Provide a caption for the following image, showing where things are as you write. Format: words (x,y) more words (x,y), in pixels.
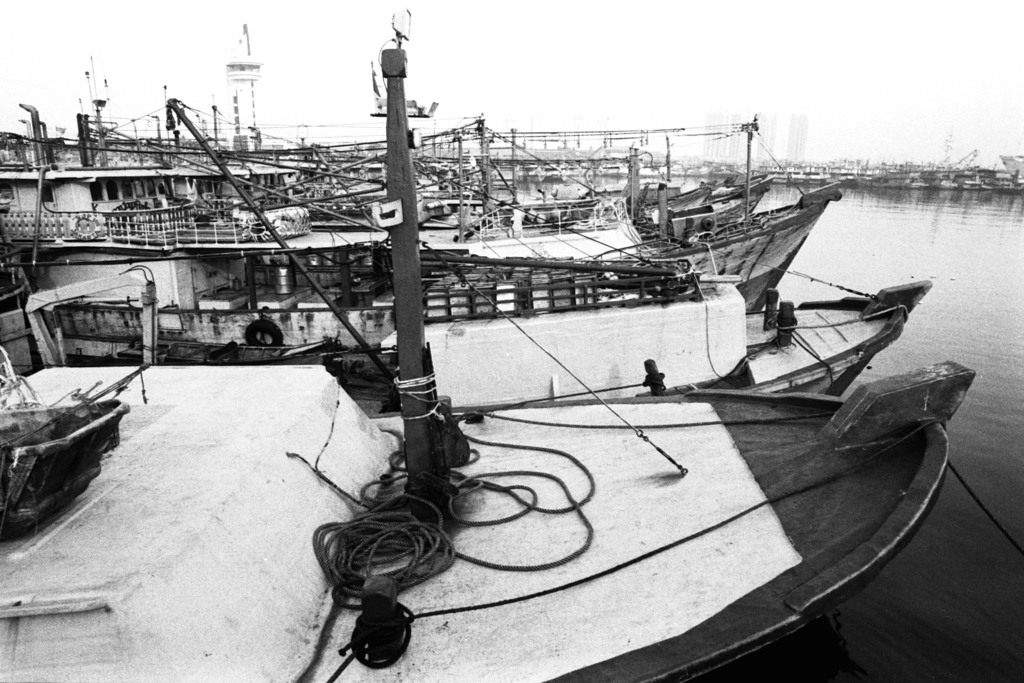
In this image I can see water (893,206) and on it I can see number of boats (332,320). In the front (289,391) I can see a rope (568,489) on the boat (369,448) and I can see this image is black and white in colour.
